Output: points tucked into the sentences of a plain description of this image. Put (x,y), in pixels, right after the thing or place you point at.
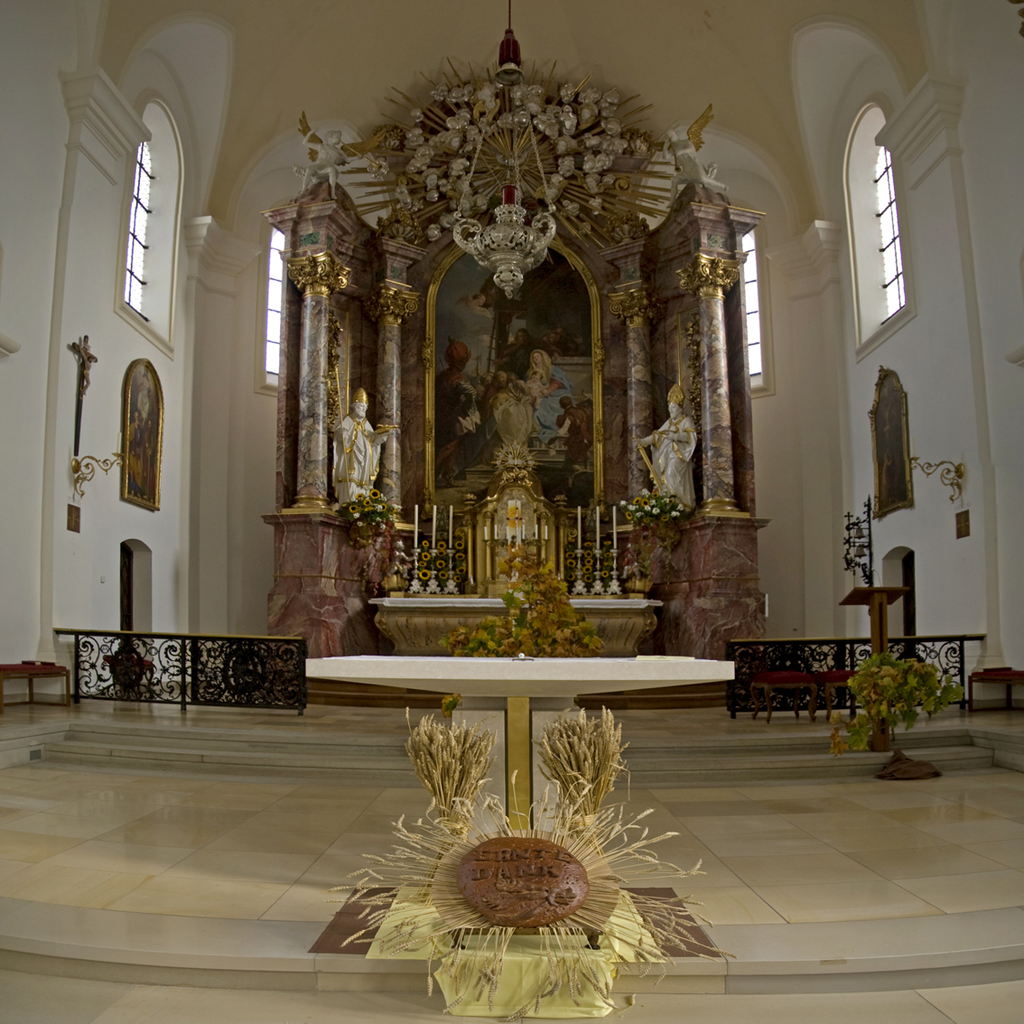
Here in this picture in the middle (523,681) we can see a table (518,759) present on the floor (383,999) over there and beside it we can see some plants (460,766) present here and there and in the front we can see statues (357,464) of bishops (355,416) here and there and in the middle (473,428), on the wall (613,331) we can see a painting (447,302) and we can see candles (415,507) present all over there and at the top (481,105) we can see decoration (415,206) done with sculptures (520,107) and we can see windows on the building (259,216) over there.
